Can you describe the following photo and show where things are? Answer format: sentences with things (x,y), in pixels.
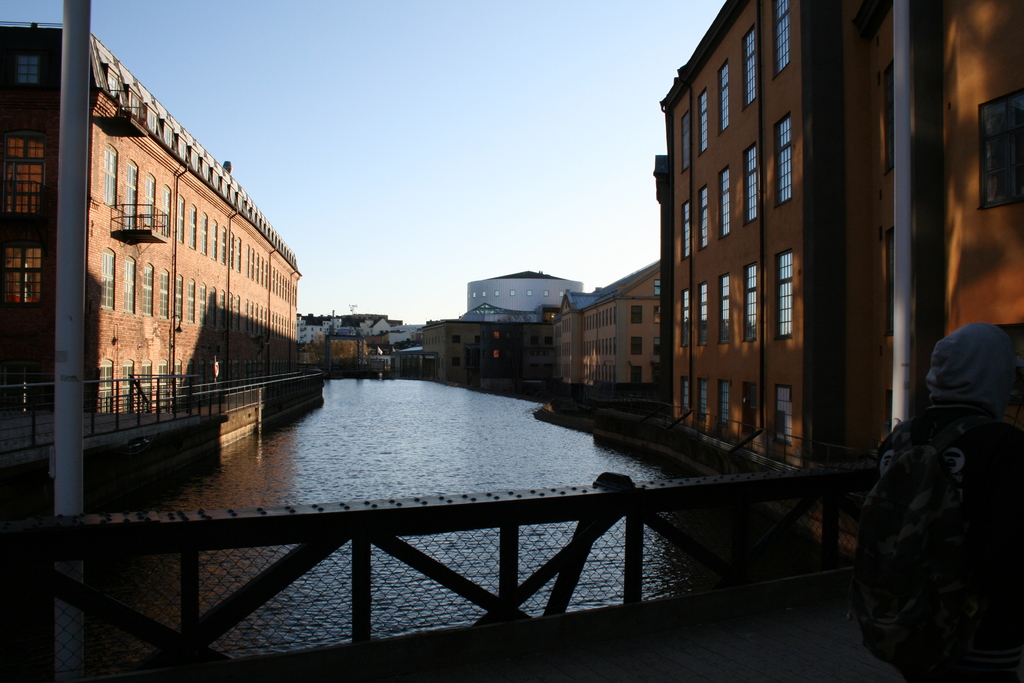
In this image there is a canal (383,431). Around this I can see the buildings (514,354). In the foreground (633,648) there is a bridge (531,655) on which I can see a person (989,639) wearing a bag (910,463) and a hood (971,358) on the head (961,373). On the top of the image (399,100) I can see the sky (369,80). On the left side (81,260) there is a pole (64,316).
